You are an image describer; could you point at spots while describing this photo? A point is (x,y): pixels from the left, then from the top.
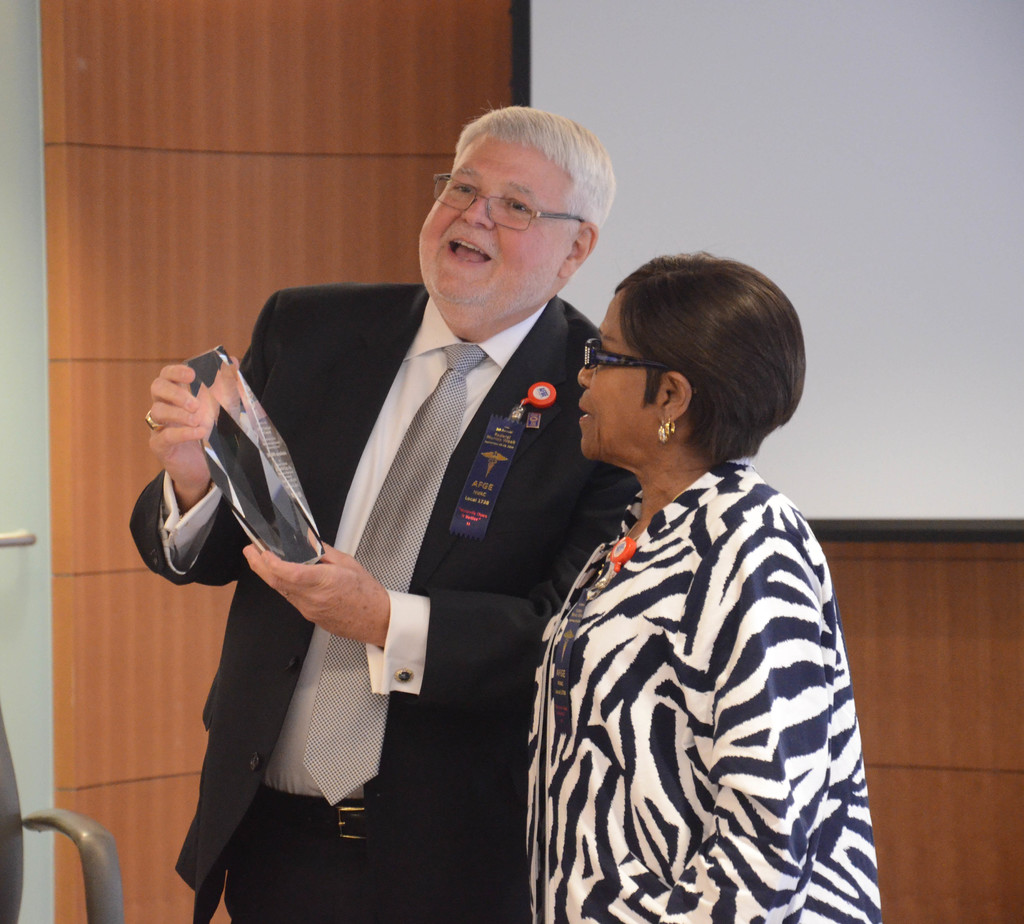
In this image, we can see a man (407,524) in a suit (536,329) is smiling and wearing glasses (516,210). He is holding some object (247,437). Beside him, there is a woman (706,661) is standing. Background (272,216) there is a wall (280,188) and screen (808,185). Left side (113,884) bottom corner, we can see a handle (85,823).
